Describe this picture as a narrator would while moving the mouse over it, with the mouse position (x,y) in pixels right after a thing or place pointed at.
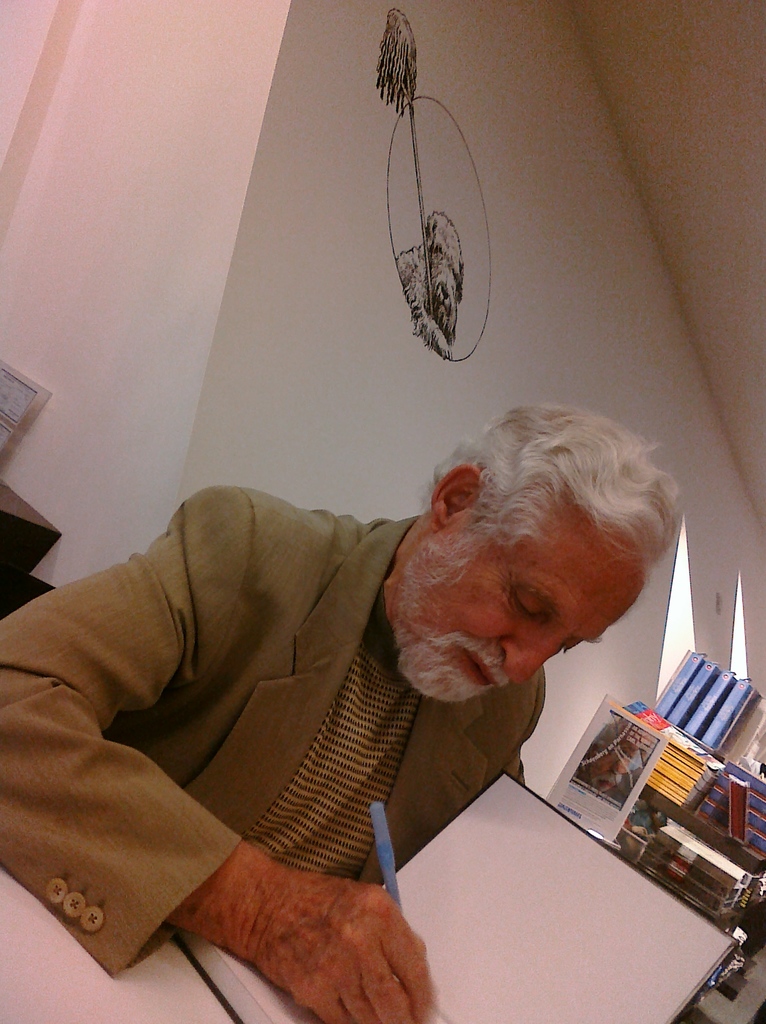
In the picture I can see a man (208,761) wearing suit (146,750) writing something in book (484,863) with pen (383,872) and in the background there is wall (257,305), on right side of the picture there are some books (669,791) arranged in shelves (698,848).
